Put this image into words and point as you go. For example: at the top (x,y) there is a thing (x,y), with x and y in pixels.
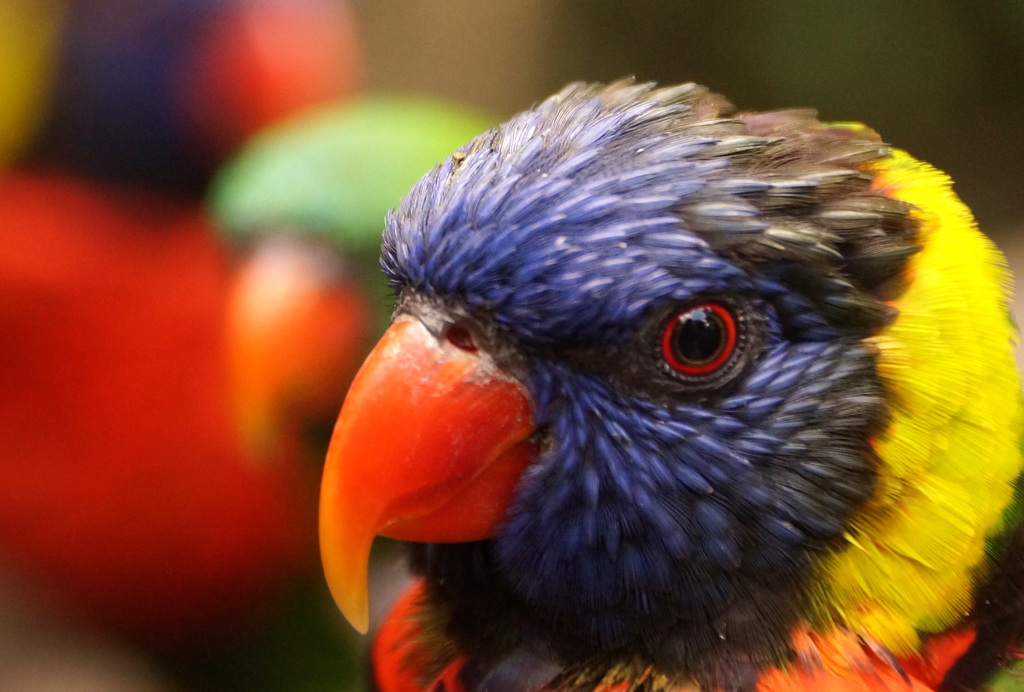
In this image we can see parrots (308,246).
